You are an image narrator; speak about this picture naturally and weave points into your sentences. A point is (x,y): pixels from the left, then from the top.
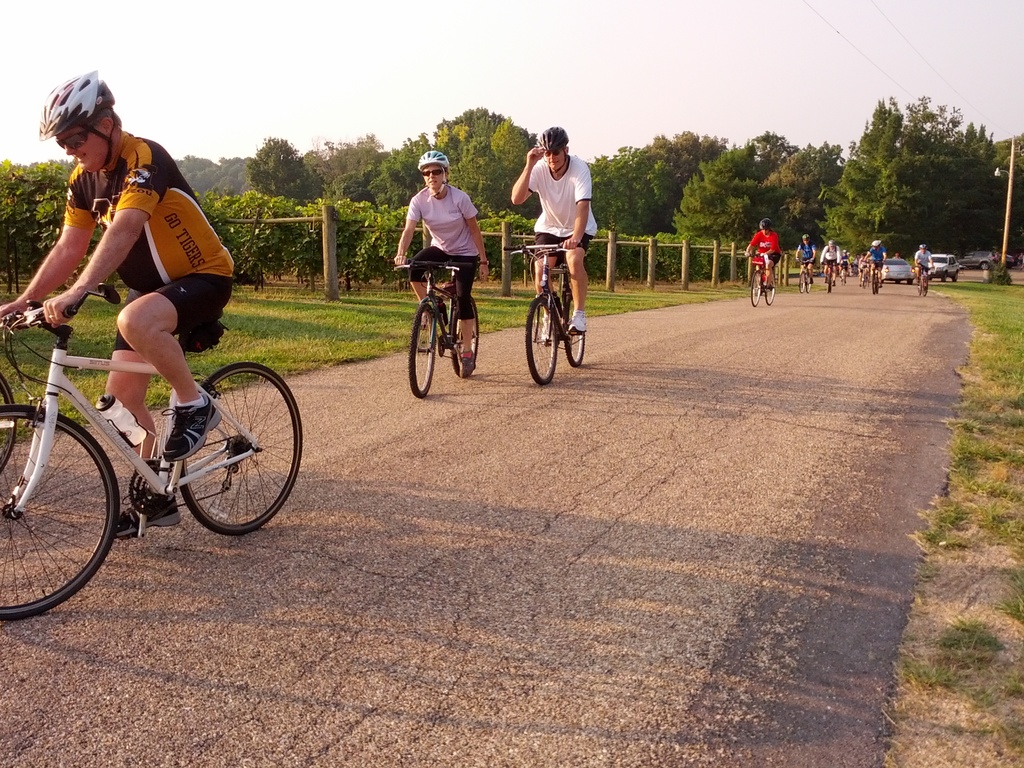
In this image I can see a road (510,429) and on it I can see number of people (128,200) are sitting on their bicycles (87,573). I can see they all are wearing helmets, shorts (193,312), shoes (206,406) and t shirts (190,251). In the background (774,212) I can see number of poles (326,278), number of trees (367,154) and few vehicles (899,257).
